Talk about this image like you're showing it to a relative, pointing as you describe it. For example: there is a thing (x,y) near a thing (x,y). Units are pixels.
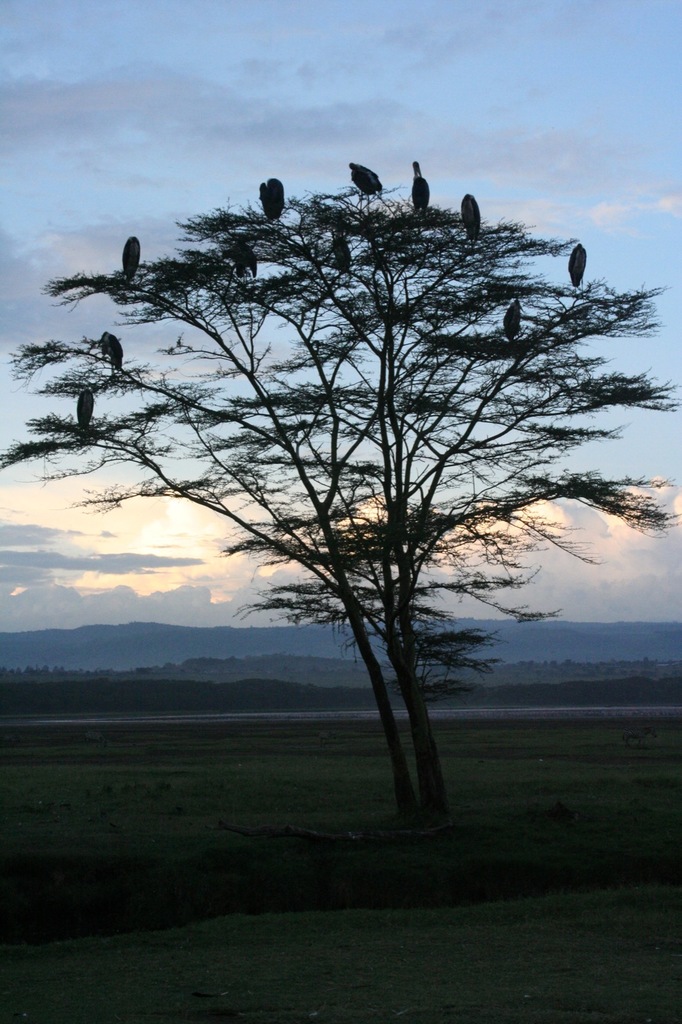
As we can see in the image there is a grass (182,820), tree (300,333), birds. In the background (212,641) there are hills (146,641). On the top (181,56) there is sky (181,56).
